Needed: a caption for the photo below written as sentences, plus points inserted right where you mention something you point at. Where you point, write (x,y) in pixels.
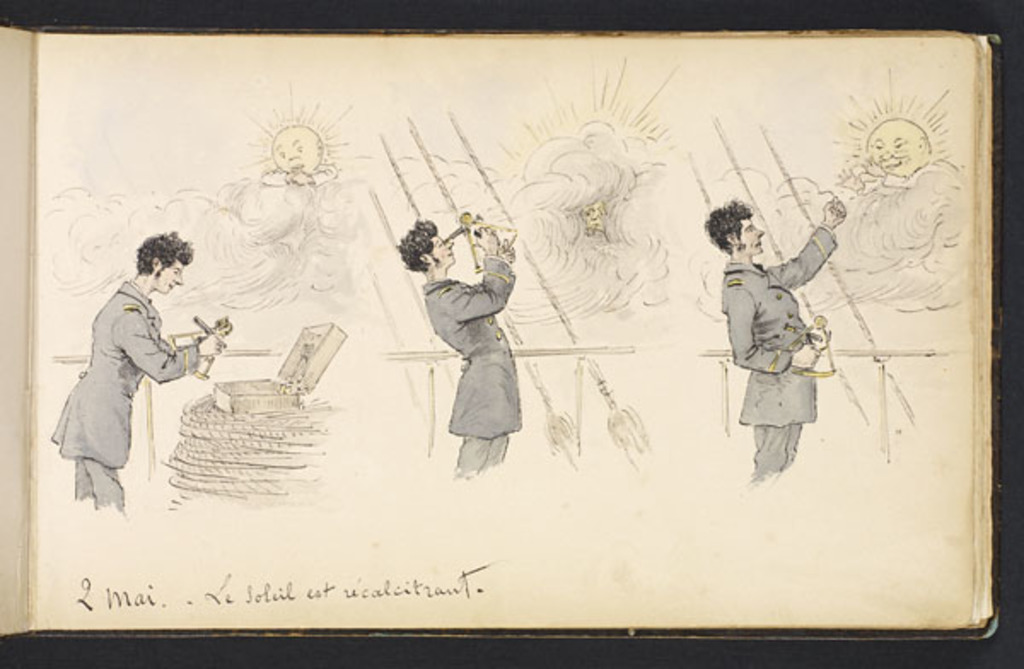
In this image we can see a drawing (699,378) of a person (109,402) holding some things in his hands (801,357) and we can see some threads (742,184), box (313,342), clouds (118,238) and sun (878,149).
